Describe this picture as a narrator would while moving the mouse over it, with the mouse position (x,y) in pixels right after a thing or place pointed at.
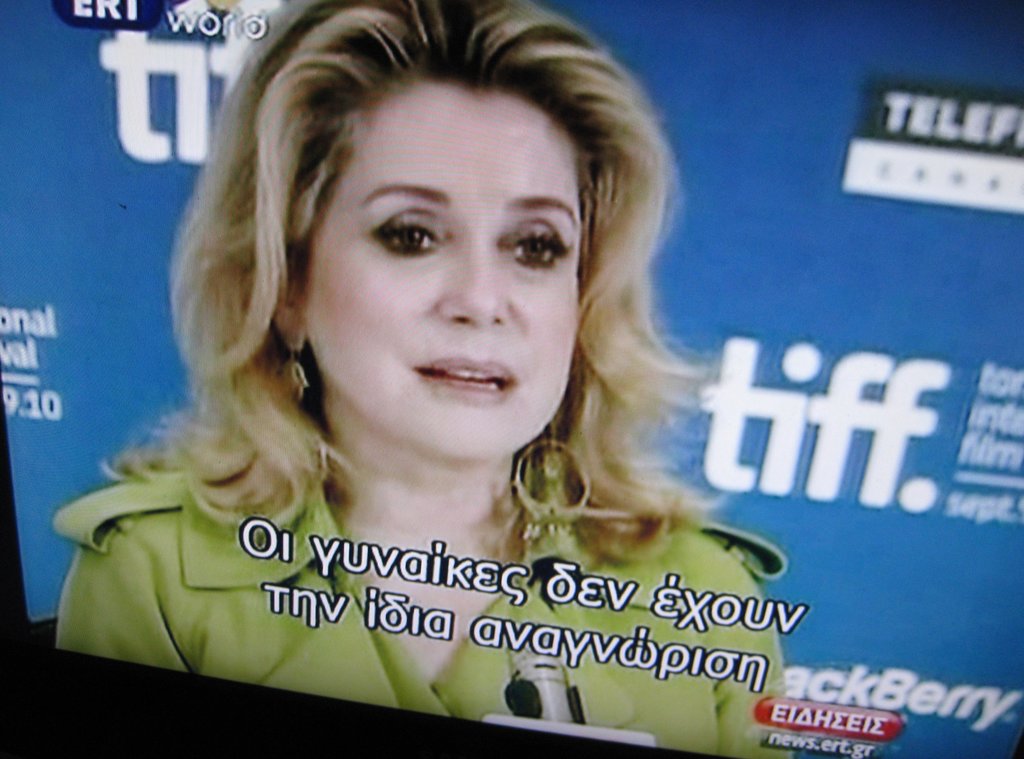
In this image there is a monitor (516,756) in that monitor (432,696) there is a woman (653,442) in the middle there is some text (793,617), in the background (897,33) there is a banner (131,167) on that banner (131,167) there is some text (938,381).
